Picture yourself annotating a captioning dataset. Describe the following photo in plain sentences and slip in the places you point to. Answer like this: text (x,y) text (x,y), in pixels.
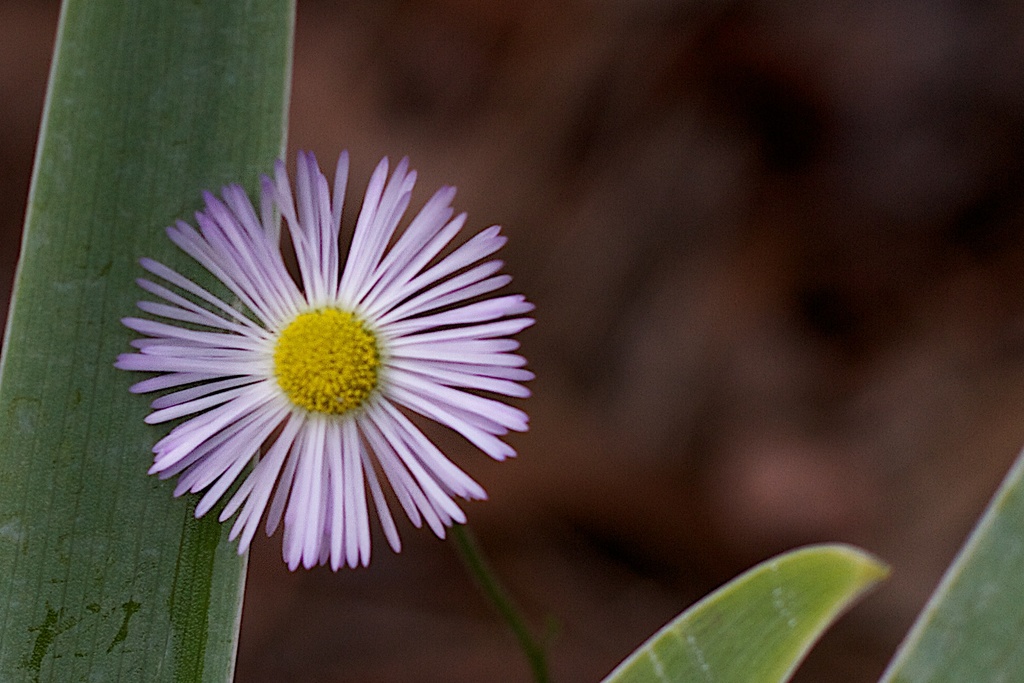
Background (931,391) portion of the picture is blur. In this picture we can see the green leaves (143,525), a flower (361,345) and a stem (486,574).
